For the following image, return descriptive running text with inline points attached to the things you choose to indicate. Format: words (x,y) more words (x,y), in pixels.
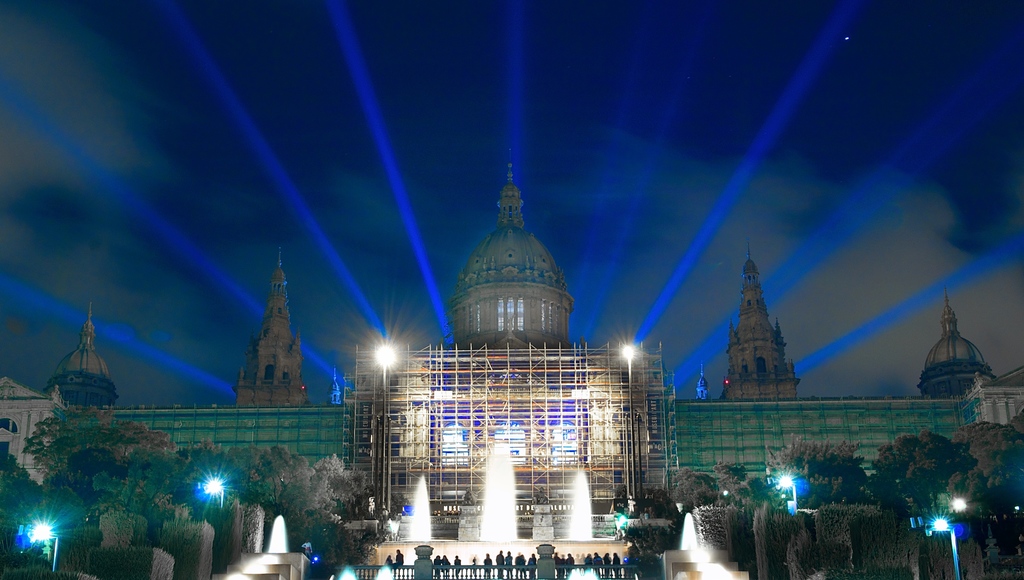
This picture is clicked in the historical place (477,575). At the bottom of the picture (438,560), we see people (508,559) standing beside the iron railing (427,567). Behind them, we see the fountains (490,528). On either side of the picture, there are trees (902,475) and street lights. In the background (469,324), we see a monument (537,315). At the top of the picture (512,81), we see the sky (652,184). This picture is clicked in the dark.
